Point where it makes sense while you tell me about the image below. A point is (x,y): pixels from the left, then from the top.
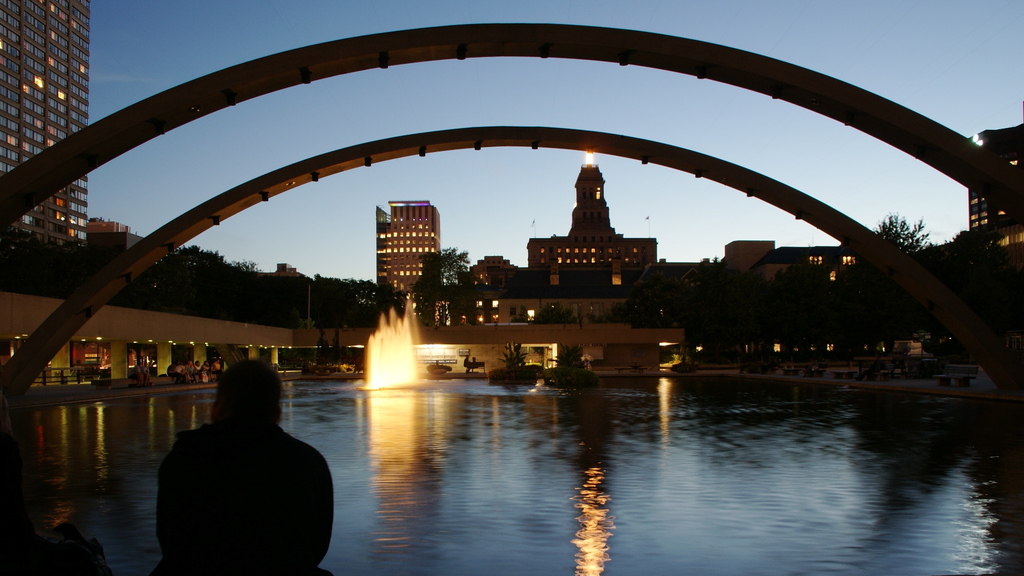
In this image we can see few buildings (578,335), lights (549,346), fountain (383,348), water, few people (194,371) near the building (174,350), an arch (44,329), few trees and the sky (472,177) in the background (718,152).
